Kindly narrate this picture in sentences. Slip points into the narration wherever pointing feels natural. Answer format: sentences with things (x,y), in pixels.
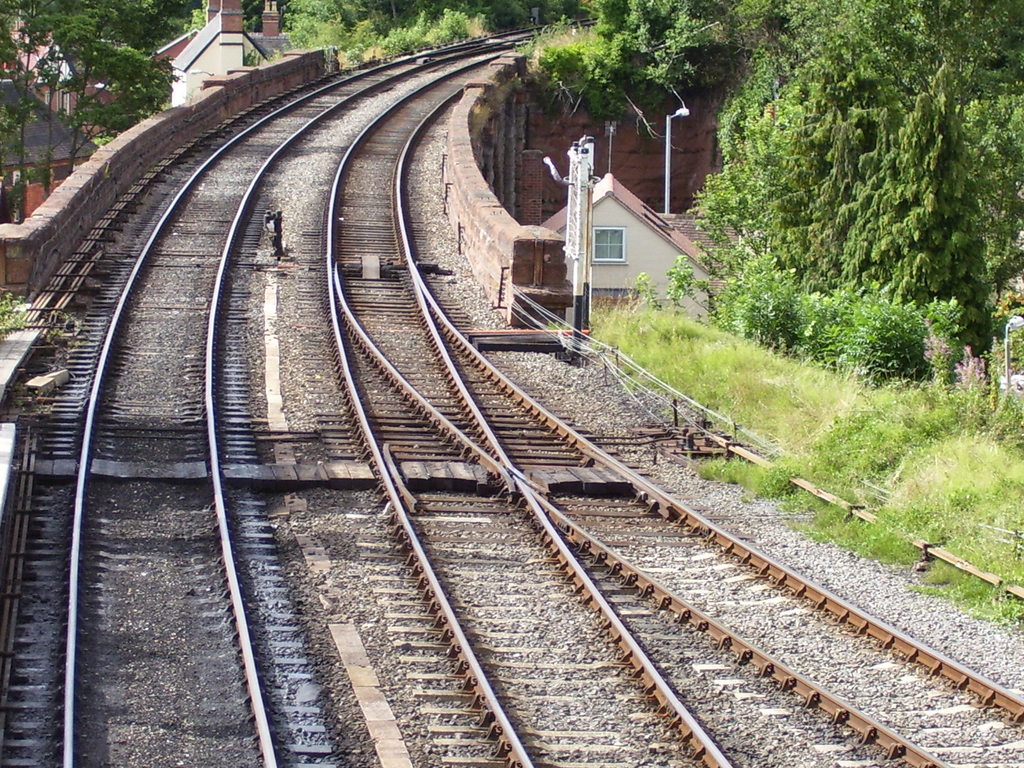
In this image we can see that there are two railway tracks (253,185) one beside the other. In between the tracks (170,431) there are stones (301,113). There are trees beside the tracks (350,168) and there are houses (646,217) in between the trees (653,60).
